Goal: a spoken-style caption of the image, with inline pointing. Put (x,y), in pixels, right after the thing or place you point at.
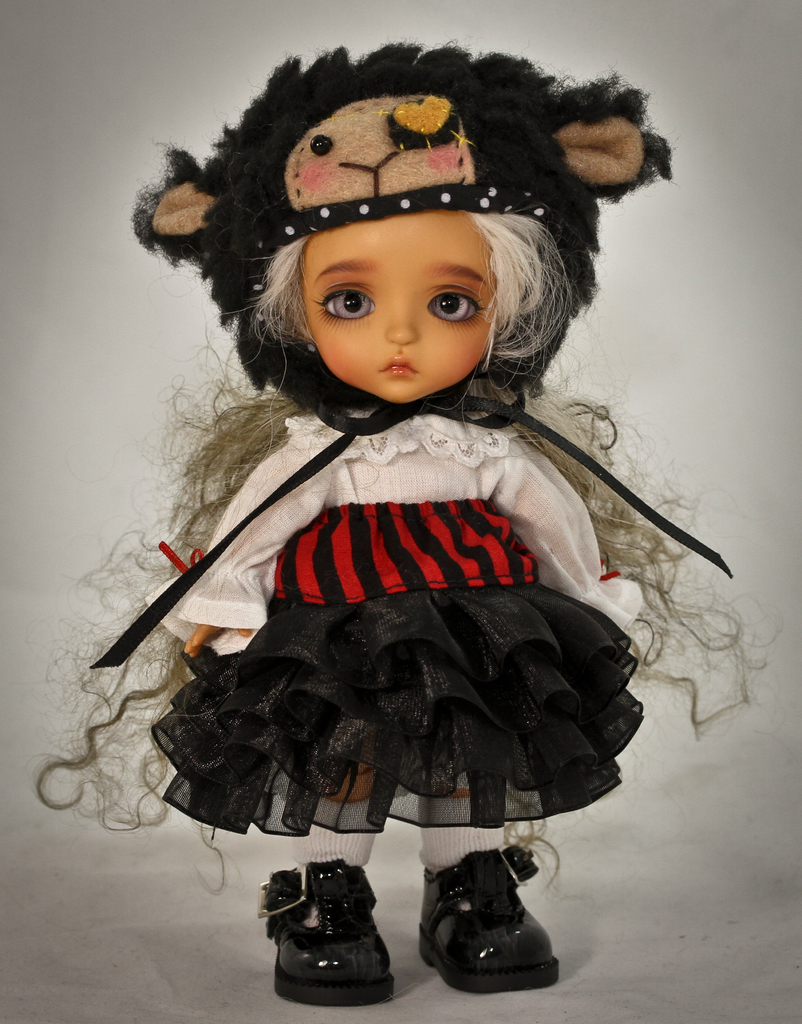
In this image there is a toy (434,453), the background of the image (55,176) is white in color.
